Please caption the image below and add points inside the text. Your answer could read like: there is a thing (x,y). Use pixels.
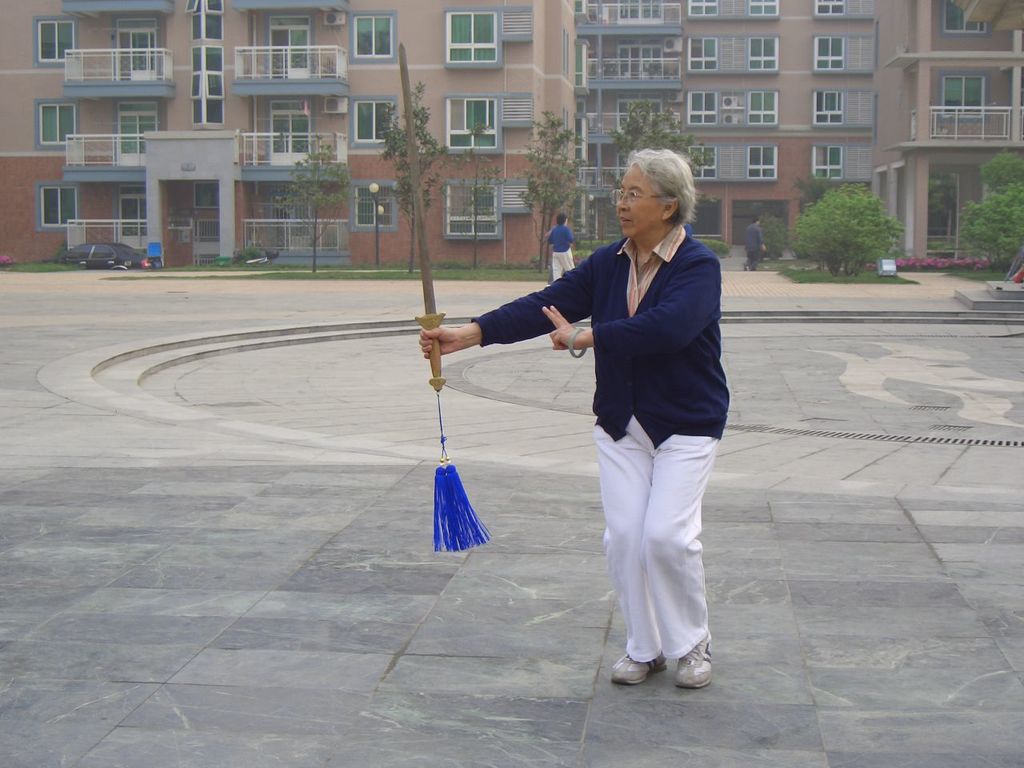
In the center of the image (633,346) we can see one woman (611,438) standing and she is holding some object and she is in different costume (612,421). And we can see she is wearing glasses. In the background (566,161), we can see buildings (925,45), windows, fences (599,169), trees (313,182), plants (857,261), grass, one pole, one banner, green color object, one vehicle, two persons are standing and a few other objects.
